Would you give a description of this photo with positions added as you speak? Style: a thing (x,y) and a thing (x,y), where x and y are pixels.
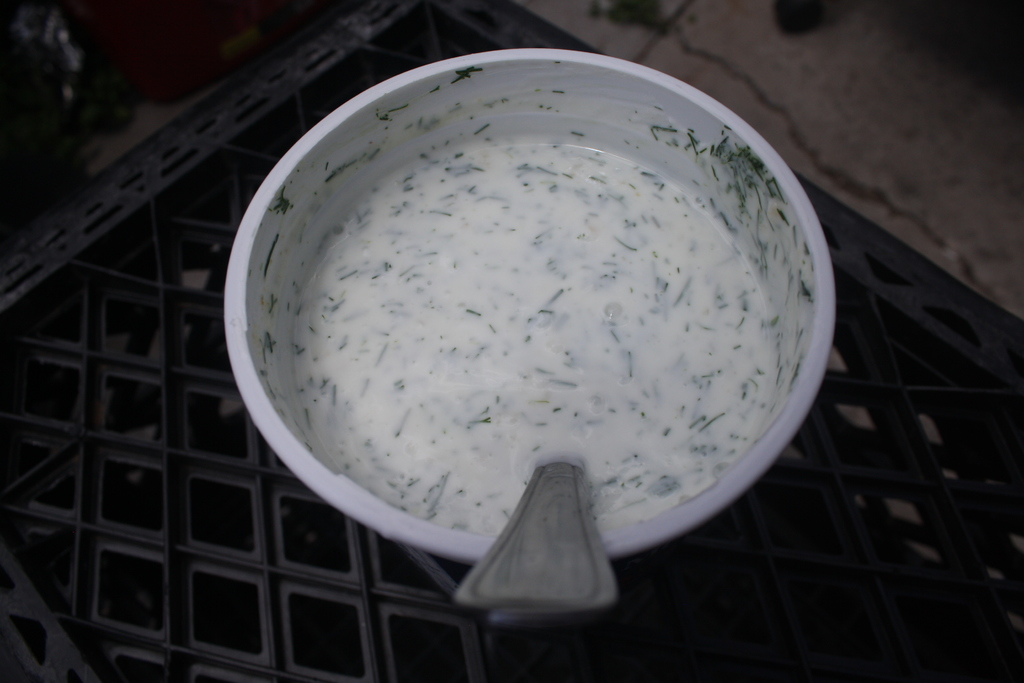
In the picture we can see the bowl (704,494) with the soup (676,385) and spoon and the bowl (717,488) is placed on the grill (176,502).
